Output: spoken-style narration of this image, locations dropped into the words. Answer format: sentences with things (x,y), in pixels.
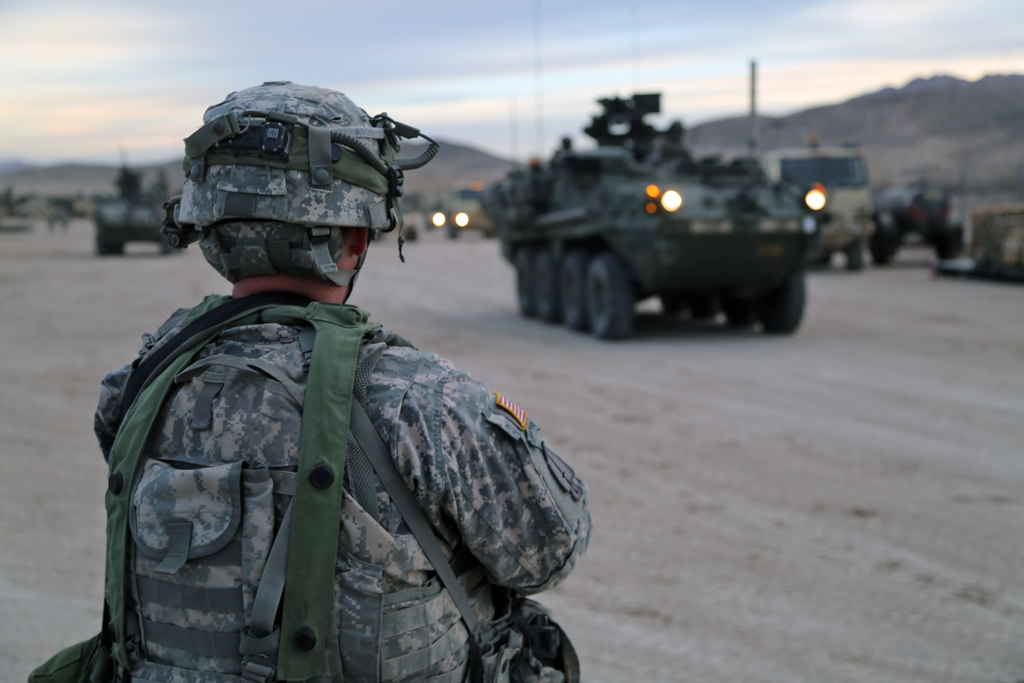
In this picture we can see a man (355,306), he wore a helmet (349,208), in the background (537,202) we can find few vehicles (692,199).
